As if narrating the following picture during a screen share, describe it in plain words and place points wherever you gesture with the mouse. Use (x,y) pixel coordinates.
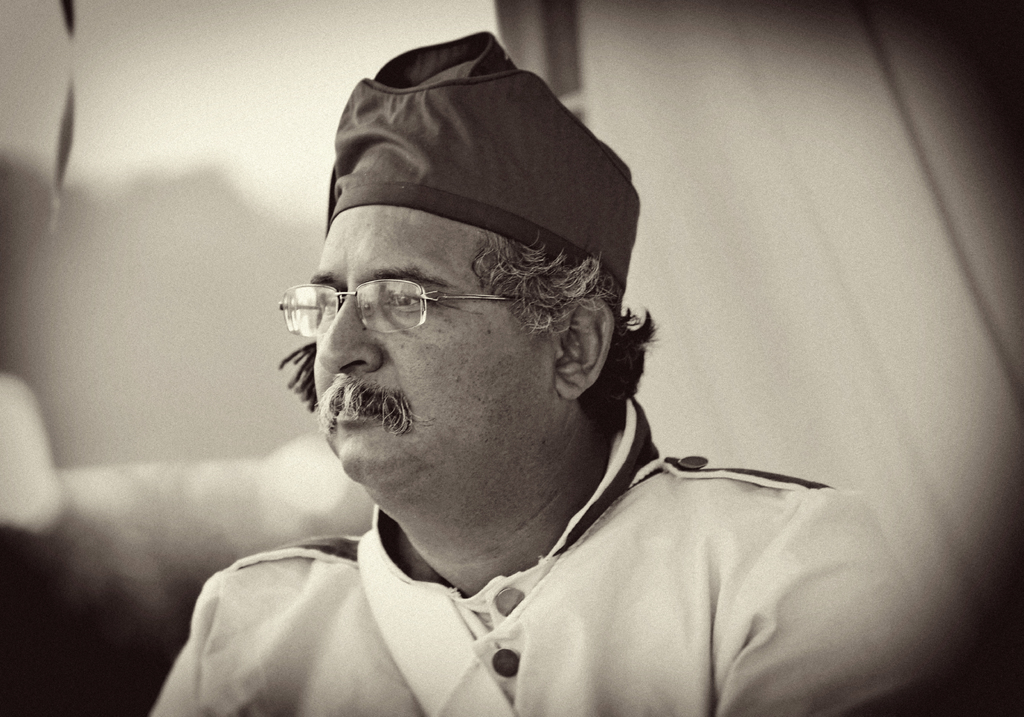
In the image there is an old man (459,382) with cap (484,153) on his head (611,178), this is a black and white picture, he had glasses (356,293) over his eyes (405,302).
